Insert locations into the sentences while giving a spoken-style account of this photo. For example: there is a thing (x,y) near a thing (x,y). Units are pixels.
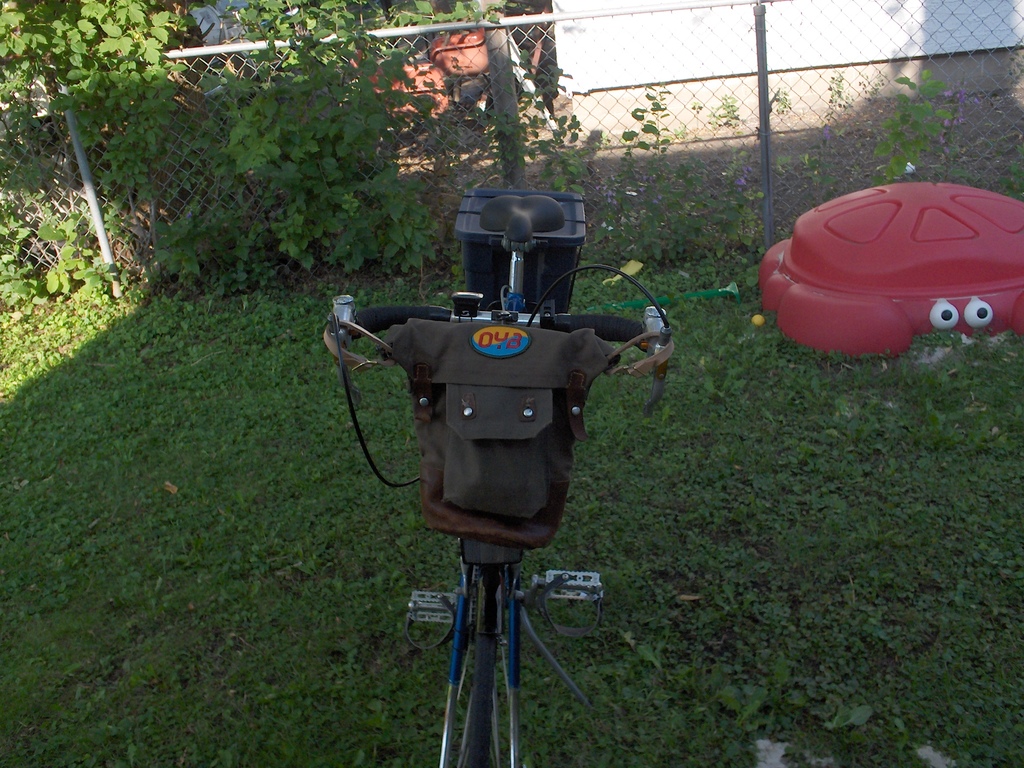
In this picture I can see full of grass (357,457), on the grass (261,317) we can see bicycle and sandbox (841,281) is placed, behind we can see fence (426,116) and we can see white color wall (661,15).
